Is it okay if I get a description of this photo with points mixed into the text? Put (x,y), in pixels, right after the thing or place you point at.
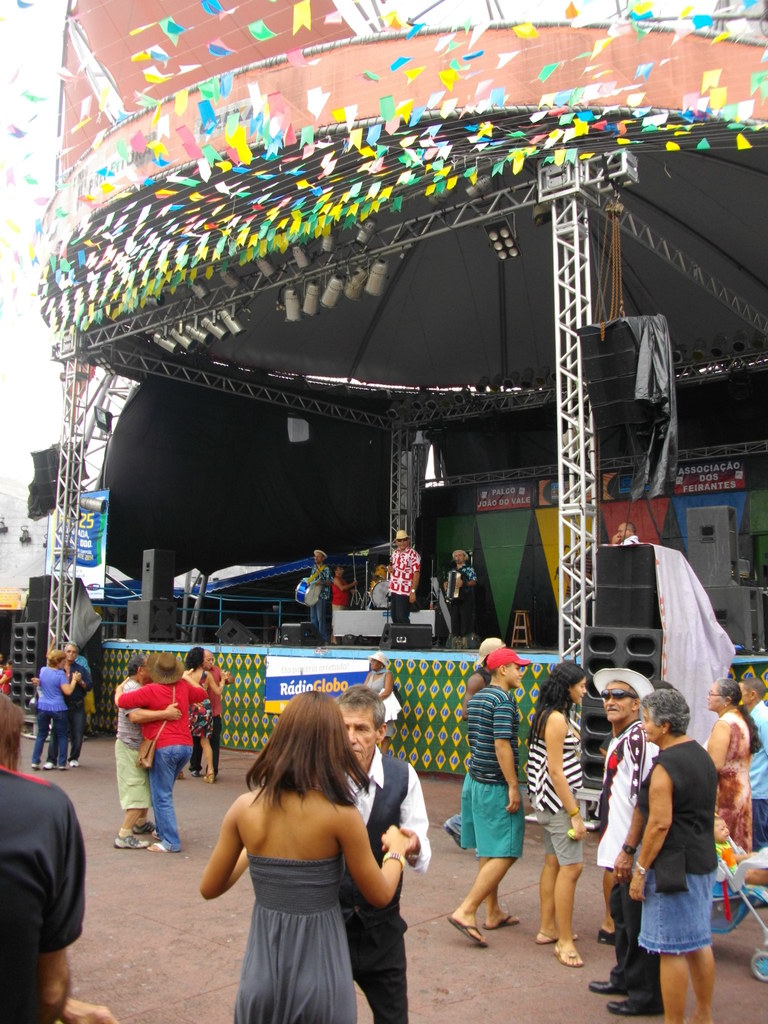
In this image, at the bottom (281,739) there are few people (281,739), visible on the floor (142,892), in the middle (496,454) there is a tent (137,536), under the tent (121,508) there is a stage (252,599), metal rods (61,618) visible, on the stage (553,569) there are few people (347,589) holding musical instruments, speakers (623,633), baby trolley (761,901), in which there is a baby (719,830) visible on the right side (726,864). At the top (468,57) there are some ribbons (609,38) attached to the ropes (171,197).
